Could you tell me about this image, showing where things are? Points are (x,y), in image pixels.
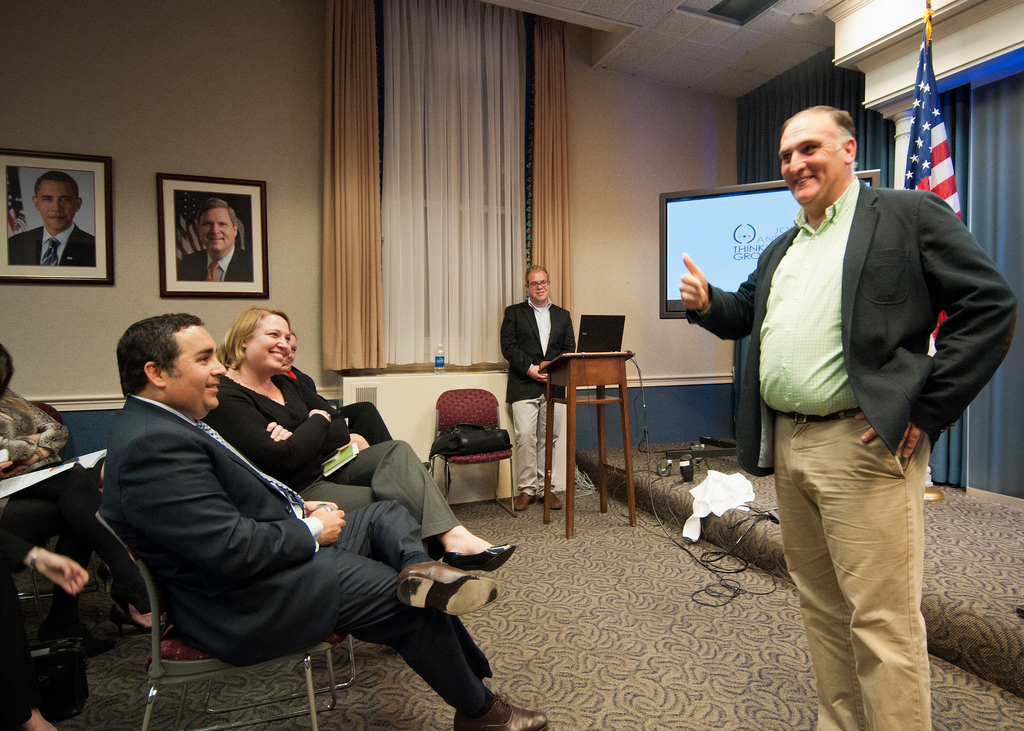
Here on the right side (832,140) we can see a person (783,172) standing on the left side (26,410) we can see a group of people (17,432) sitting on chairs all are laughing and in between there is a man (555,306) standing with a laptop (588,325) in front of him on the table (580,367) present and beside him there is a monitor screen (670,204) and a flag post (949,169) present and there are curtains (338,132) behind him and there are photo frames (101,182) on the walls (142,150) present.
